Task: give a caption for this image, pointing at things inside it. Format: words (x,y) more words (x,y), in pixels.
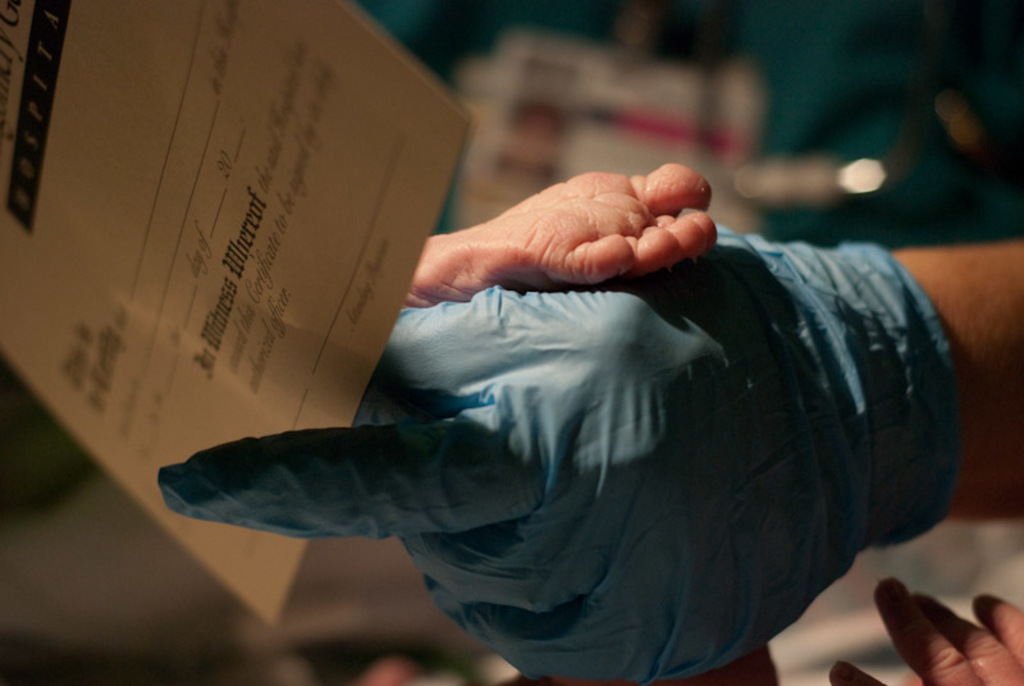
In this image we can see a hand (743,395) of a person (718,373) holding a paper (304,382) and leg (634,258) of a baby (620,251). In the background (651,68), we can see a id card (604,82).
